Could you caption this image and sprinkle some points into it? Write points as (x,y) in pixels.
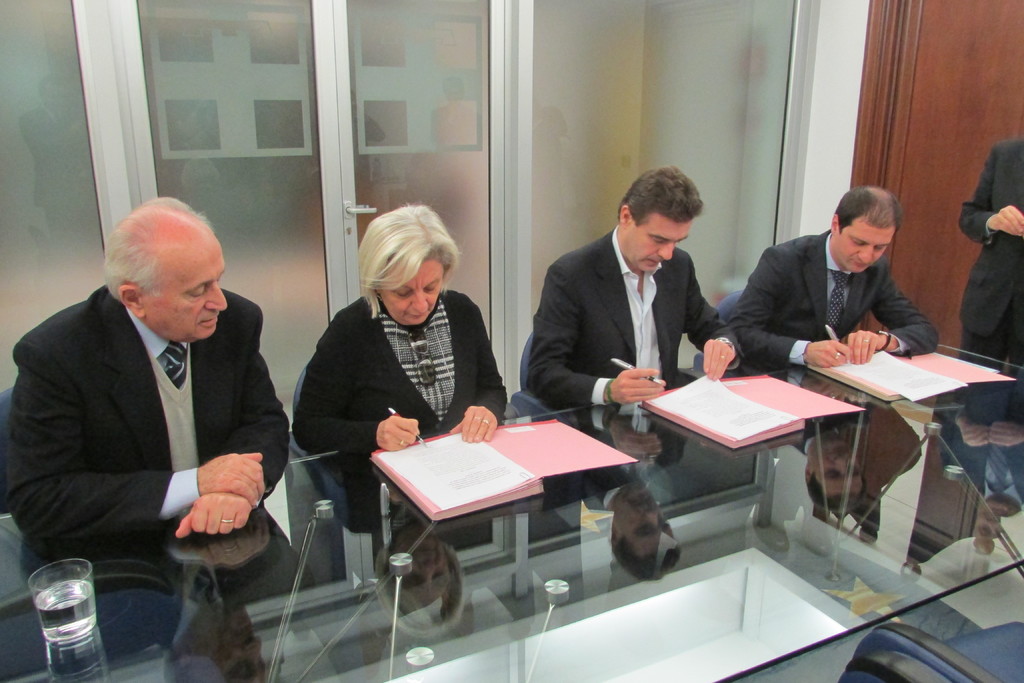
In this image I can see four persons (377,403) sitting and three of them are holding pens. There are chairs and there is another person (993,269) standing. And there is a glass table (550,589), there is glass (67,599) of water (88,594) and papers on the table (343,597). Also there is a glass door (347,216).
